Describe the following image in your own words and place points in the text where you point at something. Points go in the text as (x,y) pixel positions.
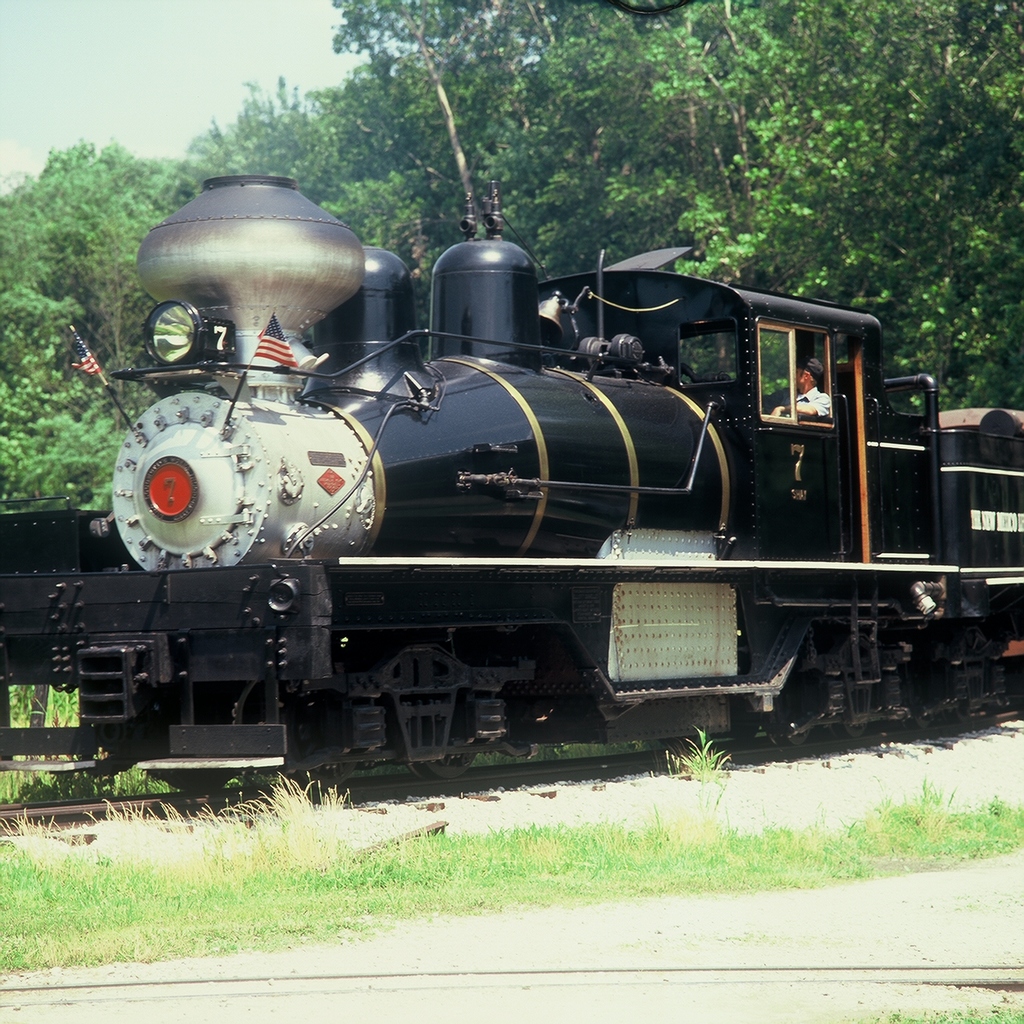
In this image we can see a steam engine (609,694) placed on a track (145,805). One person (817,386) wearing a cap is sitting inside the engine cabin (811,451). In the background (863,87), we can see some trees (74,261) and the sky (131,90).
